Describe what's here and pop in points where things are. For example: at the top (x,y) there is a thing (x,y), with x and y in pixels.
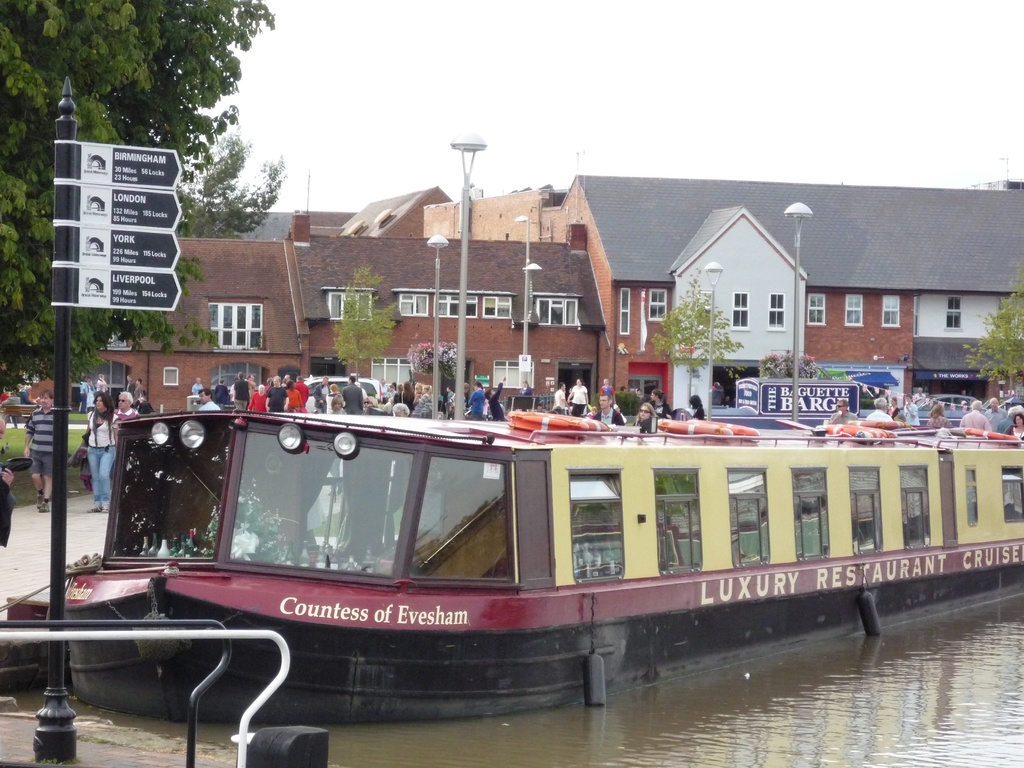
In this image we can see a ship (346,577) on the water (1005,648), boards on the poles (56,448) and rods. In the background (26,287) we can see few persons (392,389), poles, trees (336,327), buildings (266,269), windows (399,362), texts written on the boards (61,290) and sky (664,149).
